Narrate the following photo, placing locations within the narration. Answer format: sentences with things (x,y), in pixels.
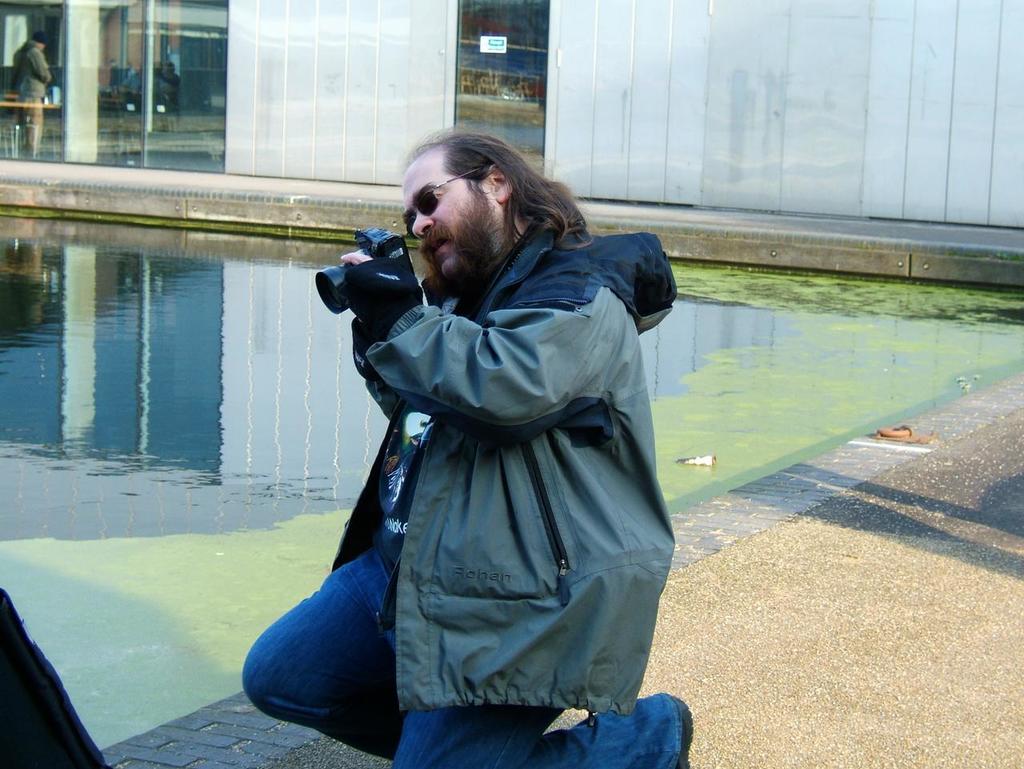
In this image we can see a person (385,338) holding an object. Behind the person (423,327) we can see water (248,425) and a glass wall (218,40) and a person (45,69) is seen through the glass (213,44). In the water (135,265) we can see the reflection (105,426) of the wall (200,57).
